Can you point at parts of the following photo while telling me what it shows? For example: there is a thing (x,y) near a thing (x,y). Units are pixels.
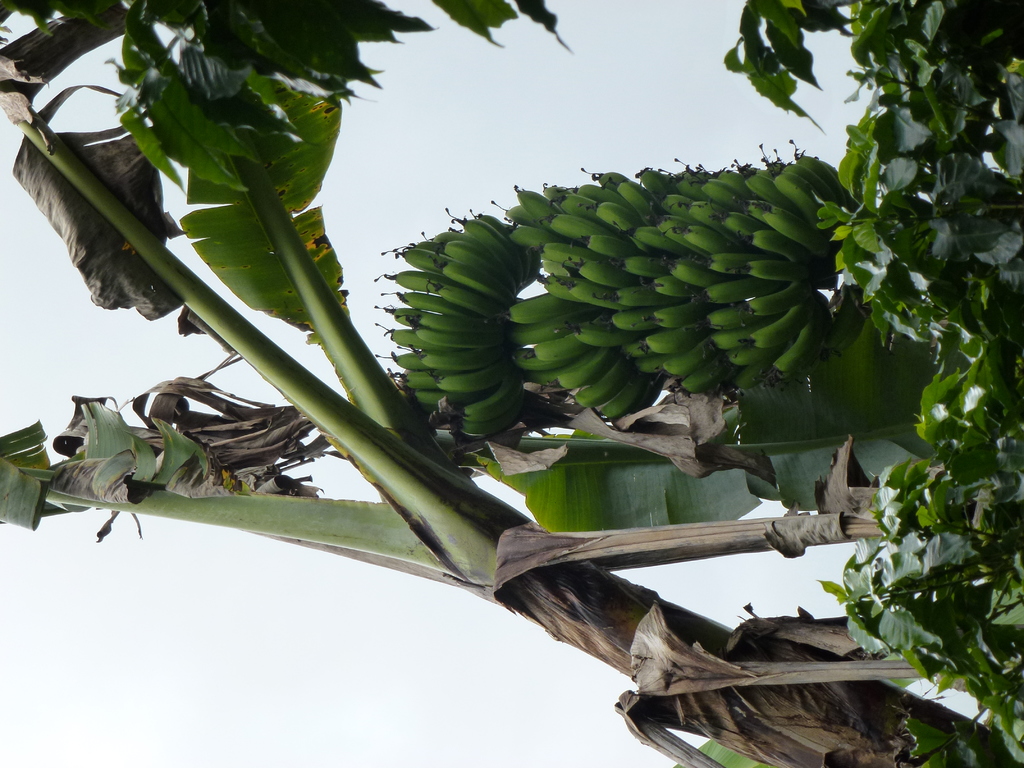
In this image, we can see some bananas (733,333) and there are some green leaves (1000,479), we can see the sky (200,679).
